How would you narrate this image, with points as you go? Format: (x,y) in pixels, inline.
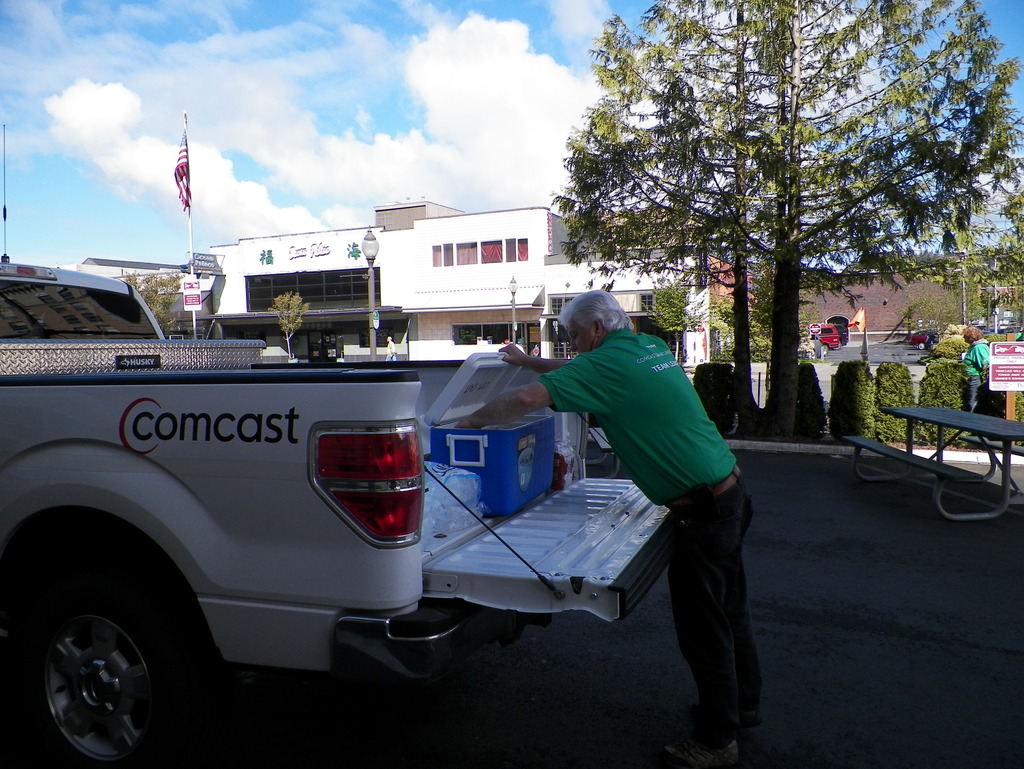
In the image we can see there is a person (684,546) standing, he is opening a box (490,437) which is kept on the vehicle (331,469). Behind there is a building (813,300) and there are lot of trees (787,355). There are cars (838,333) parked on the road (829,349).
